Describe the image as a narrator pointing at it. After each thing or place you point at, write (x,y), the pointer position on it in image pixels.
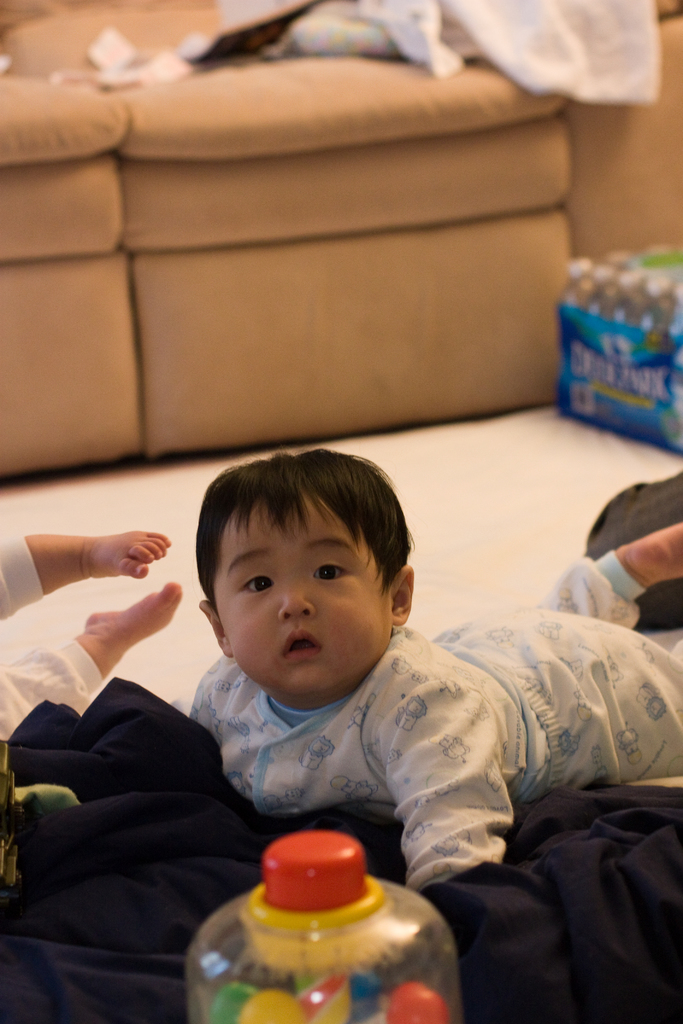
In this picture I can see a sofa (204,228) in the back (184,125) and I can see a pack of water bottles (605,327) and I can see a kid (446,697) lying and I can see another kid (109,621) on the left side (130,588) and I can see a carpet (461,487) on the floor (563,520) and few clothes (165,743) and I can see a toy (350,945) at the bottom of the picture (277,908).
